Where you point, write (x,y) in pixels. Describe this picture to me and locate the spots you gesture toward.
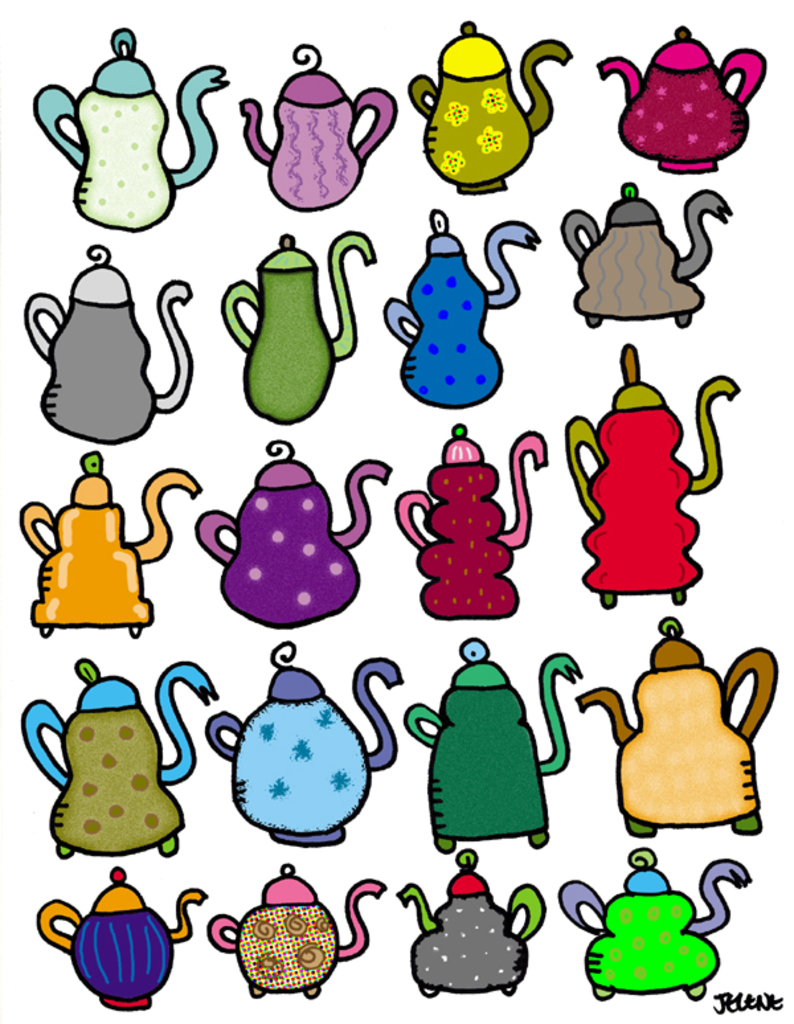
This is an animated image. In which, there are jugs (646,544) in different colors. And the background (204,860) is white in color.
